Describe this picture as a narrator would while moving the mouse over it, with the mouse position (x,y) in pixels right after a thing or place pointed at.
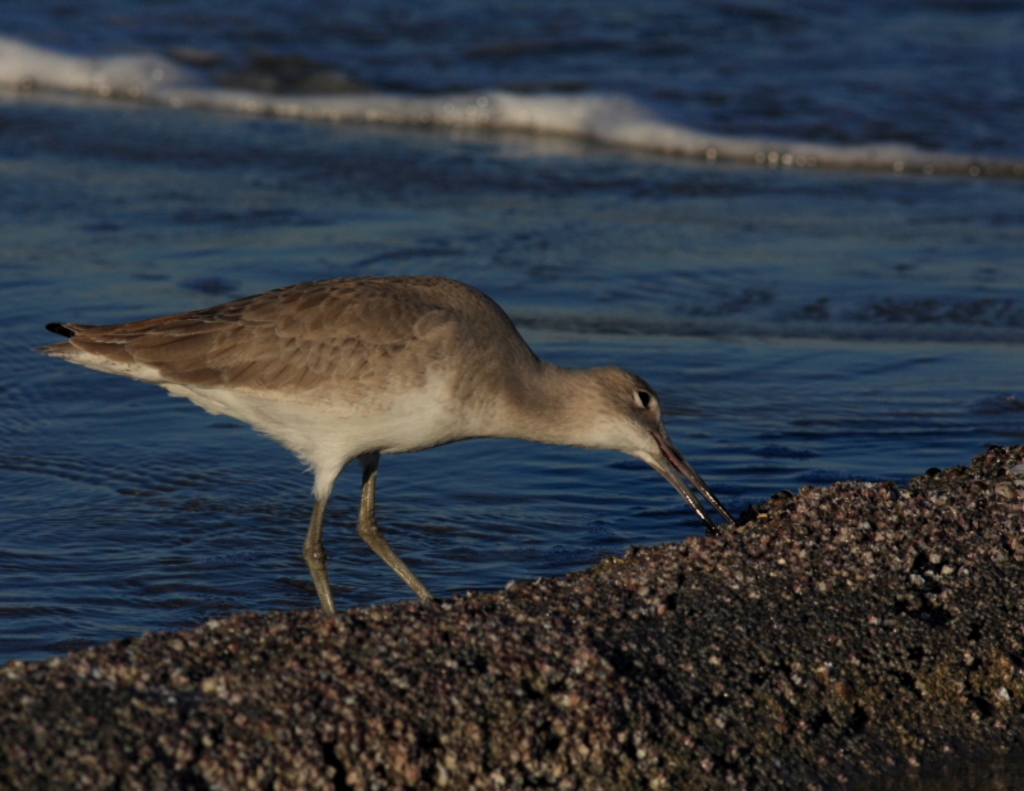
In this image I can see a grey and white colour bird (342,425). I can also see water (332,251) in the background (517,293).
